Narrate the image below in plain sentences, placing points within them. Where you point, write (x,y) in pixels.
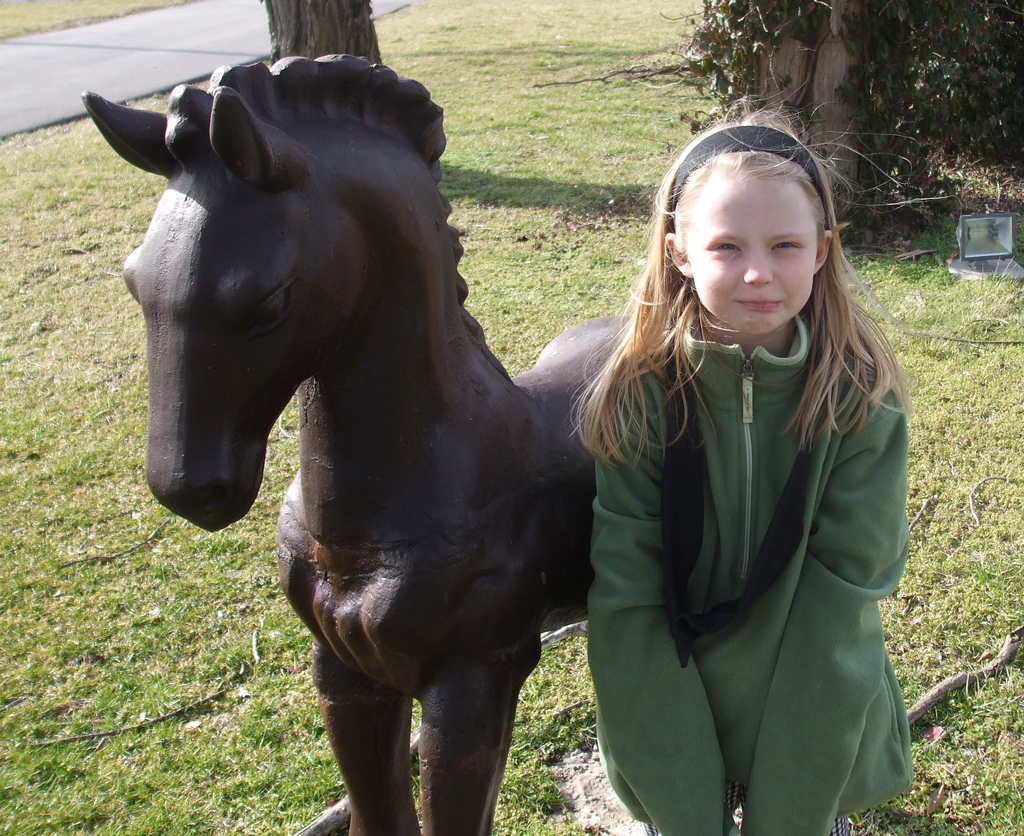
In the center of the image (348,293) there is a horse statue (376,492) and girl (649,337). In the background (449,9) we can see grass (519,39), trees (812,63) and road (172,19).
